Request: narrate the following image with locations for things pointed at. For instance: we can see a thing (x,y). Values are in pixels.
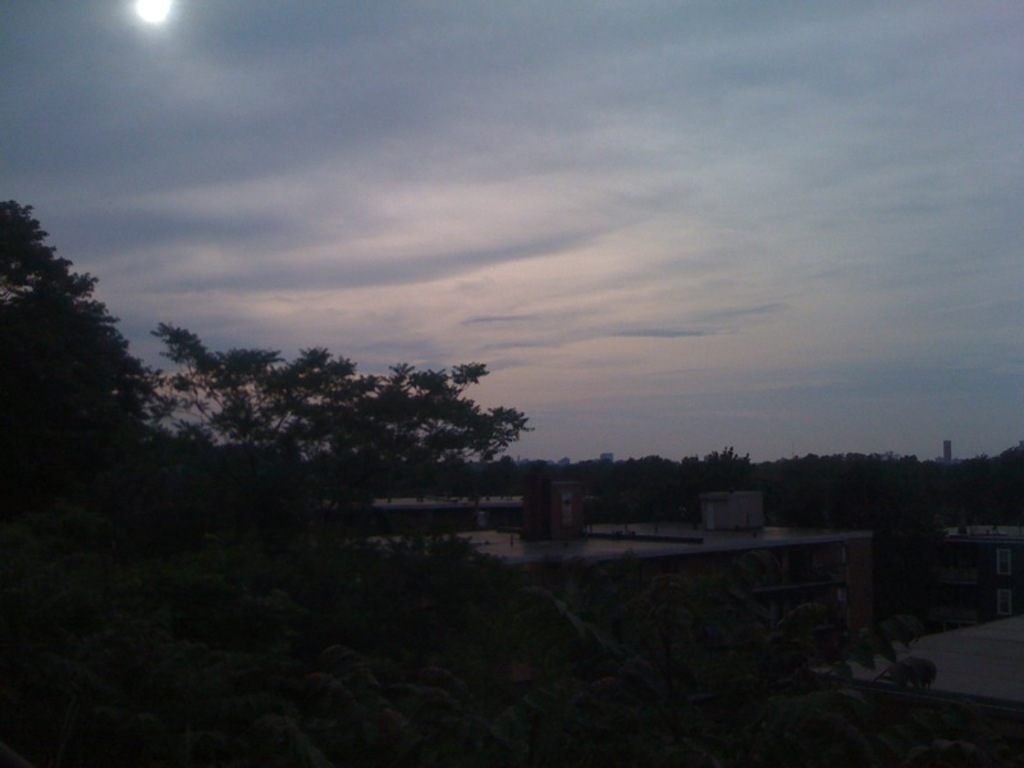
In this image we can see buildings (795,562), trees (788,512) and other objects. At the bottom of the image (666,691) there are trees (423,694). At the top of the image (526,109) there is the sky (515,116) and the sun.
